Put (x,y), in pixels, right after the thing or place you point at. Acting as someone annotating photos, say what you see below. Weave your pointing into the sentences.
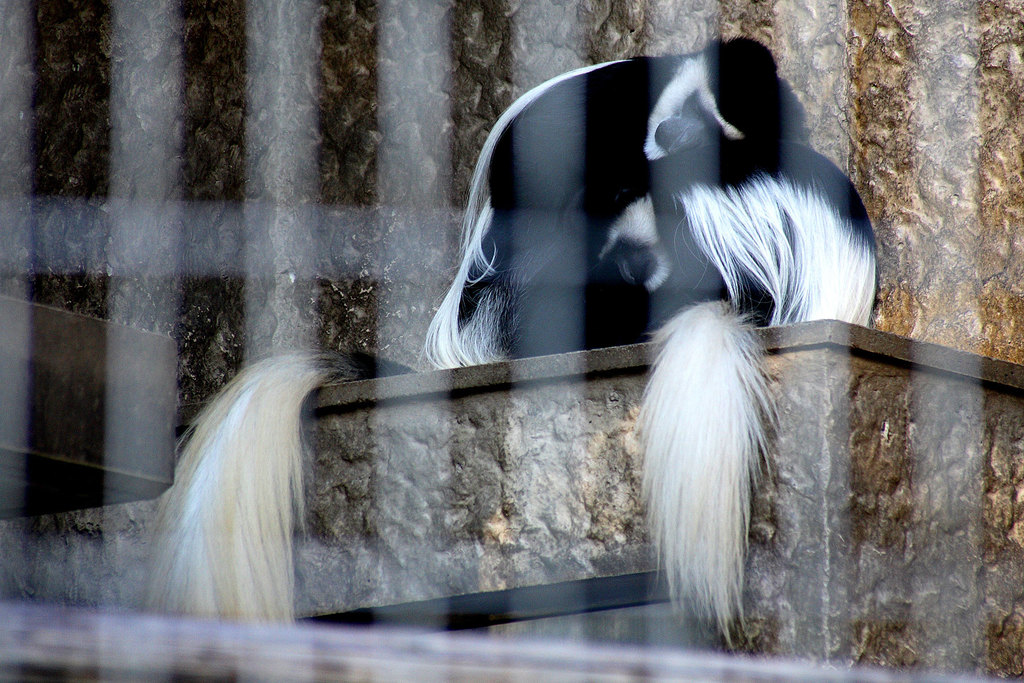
In the background (790,21) we can see the wall (340,94). In this picture we can see animals (753,122).
